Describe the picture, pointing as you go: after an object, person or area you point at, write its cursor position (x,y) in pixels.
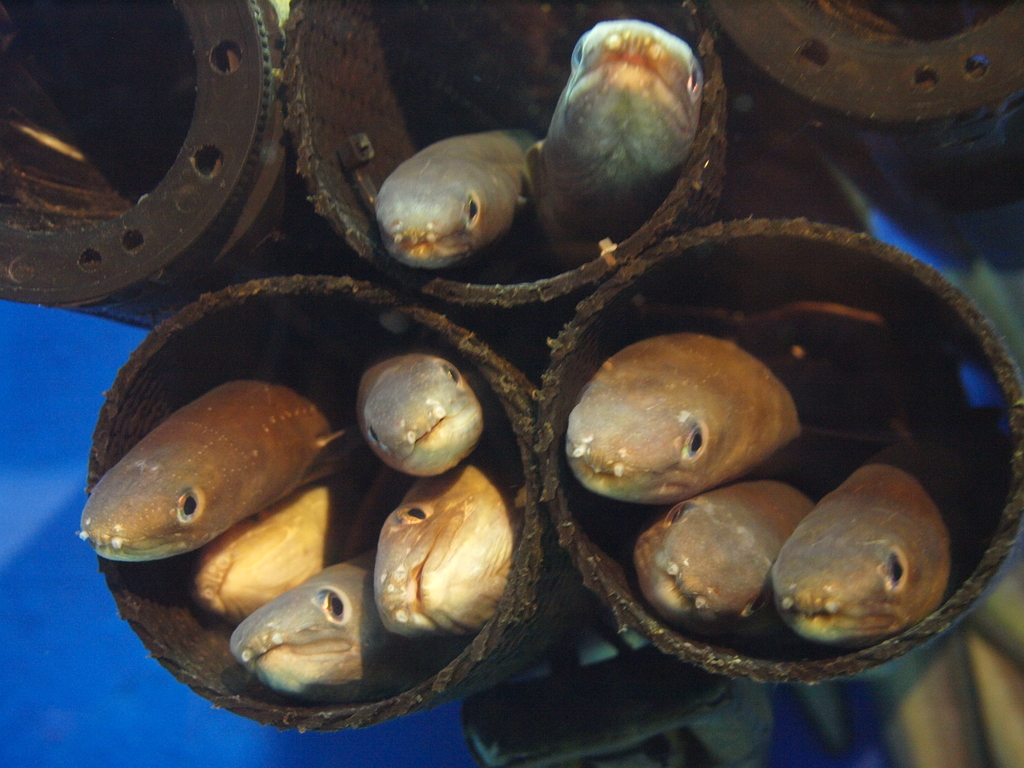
In the image there are some fishes (418,623), in the jars (839,48).
